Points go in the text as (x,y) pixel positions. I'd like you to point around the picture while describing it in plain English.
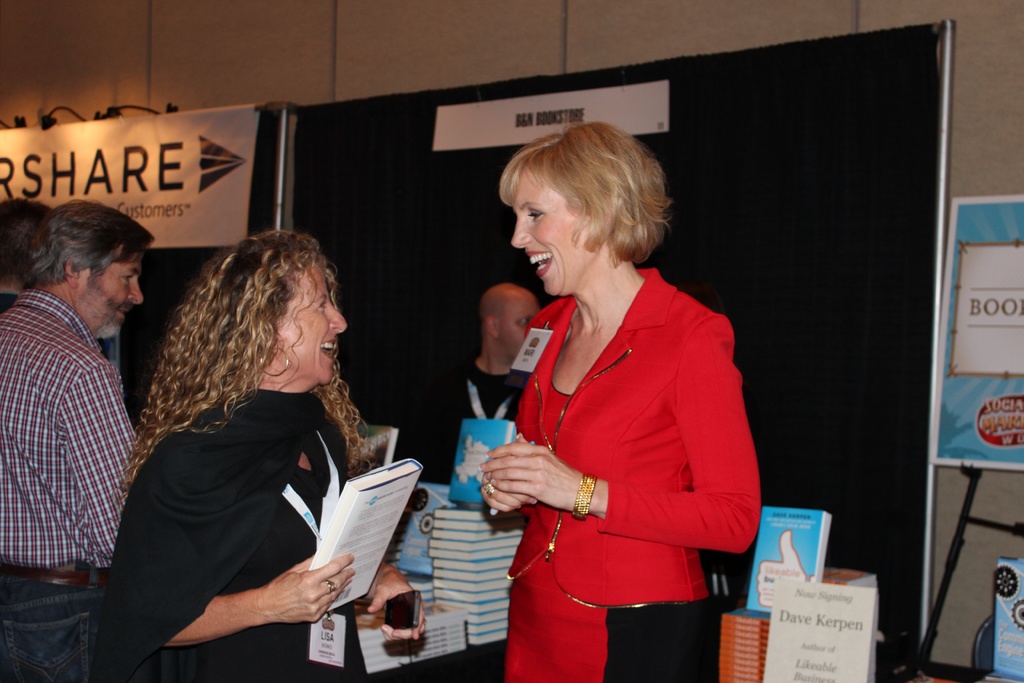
In this image in the foreground (626,514) there are two women (629,387) standing and smiling, and one woman (319,389) is holding a book (350,513) and mobile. In the background (439,546) there are several books (451,514) and some people (476,393) are standing, and also we could see boards (147,181). On the boards (157,151) there are some posters (204,180), and on the posters (491,126) there is text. And in the background (479,28) there is wall (623,58), in the bottom right hand corner (1015,669) there is a book (1018,611) and some object (986,626).
